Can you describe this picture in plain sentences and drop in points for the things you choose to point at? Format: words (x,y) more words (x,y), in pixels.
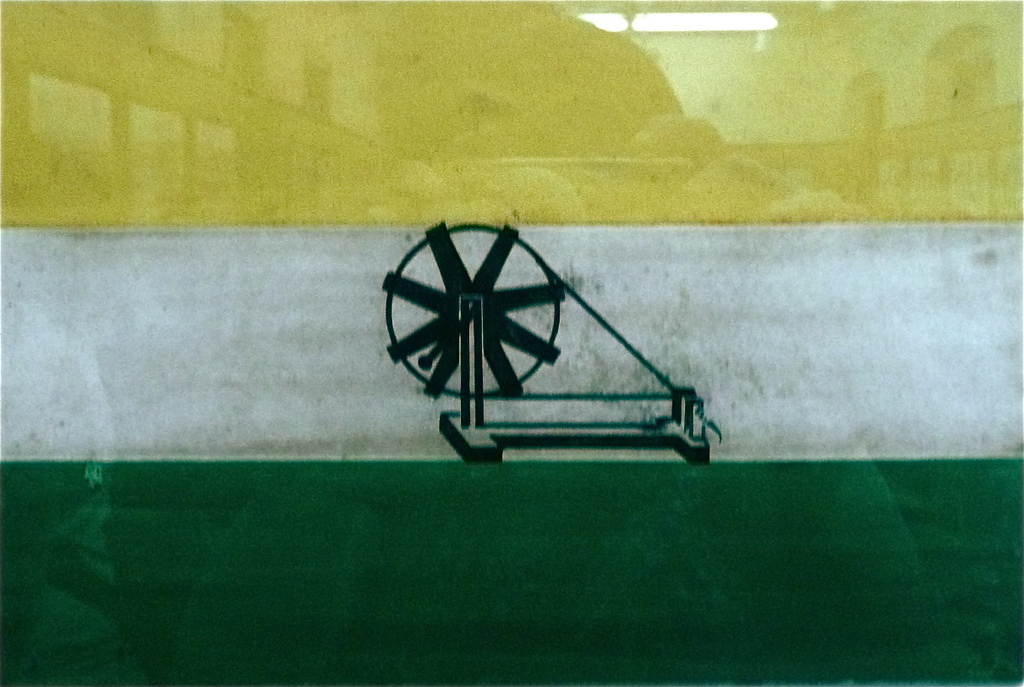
In this image I can see a tricolor thing (488,327) and on it I can see depiction of a spinning wheel (525,447).
